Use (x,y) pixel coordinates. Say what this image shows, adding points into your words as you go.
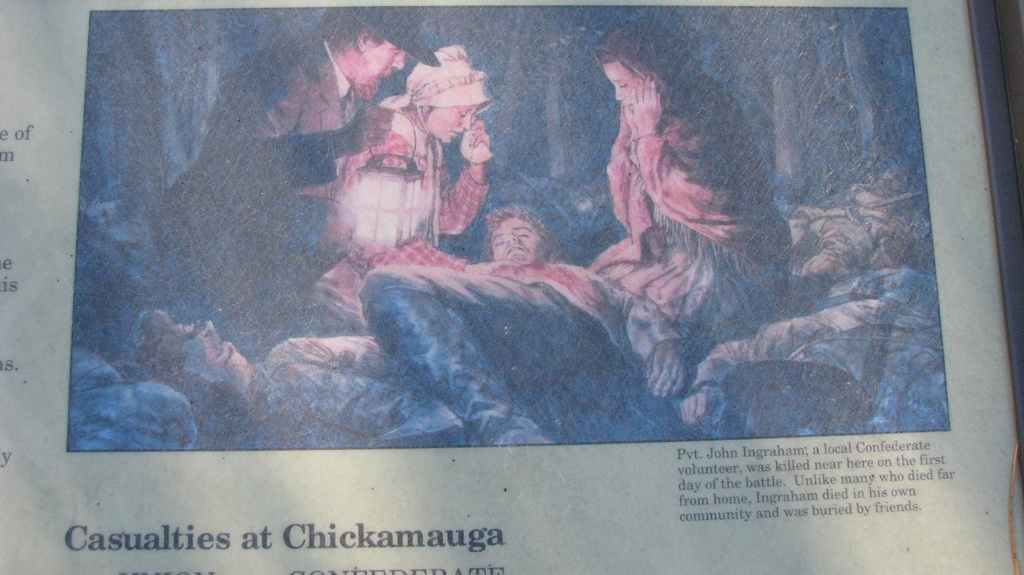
In this picture I can see a photo frame (712,112), there are words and there is an image (368,273) of group of people (298,195), on the photo frame (656,547).
